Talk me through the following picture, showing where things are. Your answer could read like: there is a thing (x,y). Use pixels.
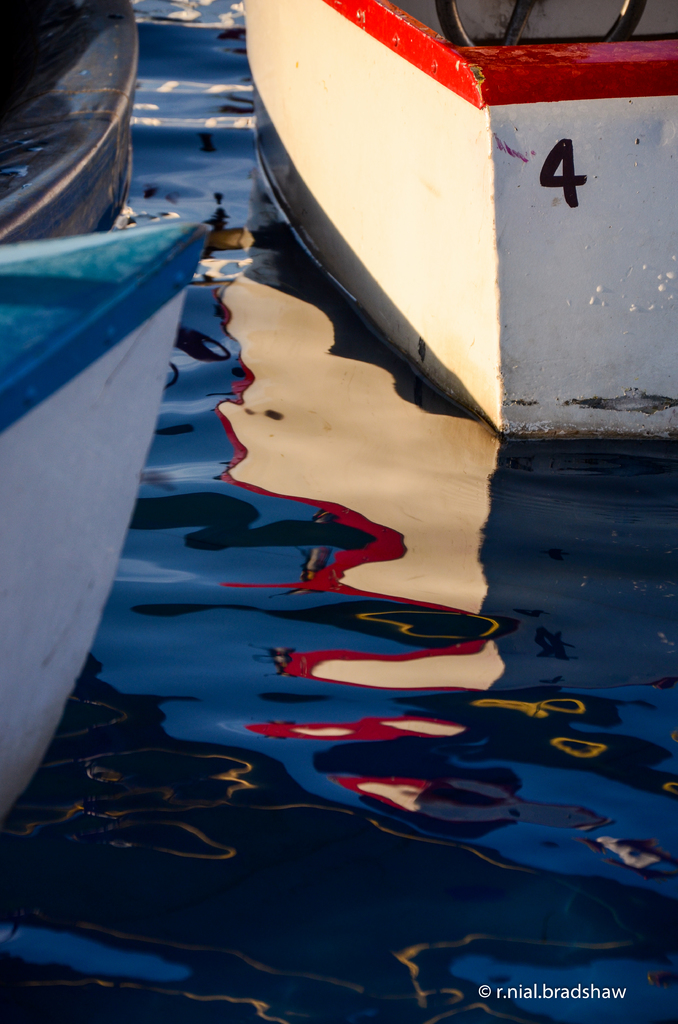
In this image we can see some boats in a water body (352,655).
